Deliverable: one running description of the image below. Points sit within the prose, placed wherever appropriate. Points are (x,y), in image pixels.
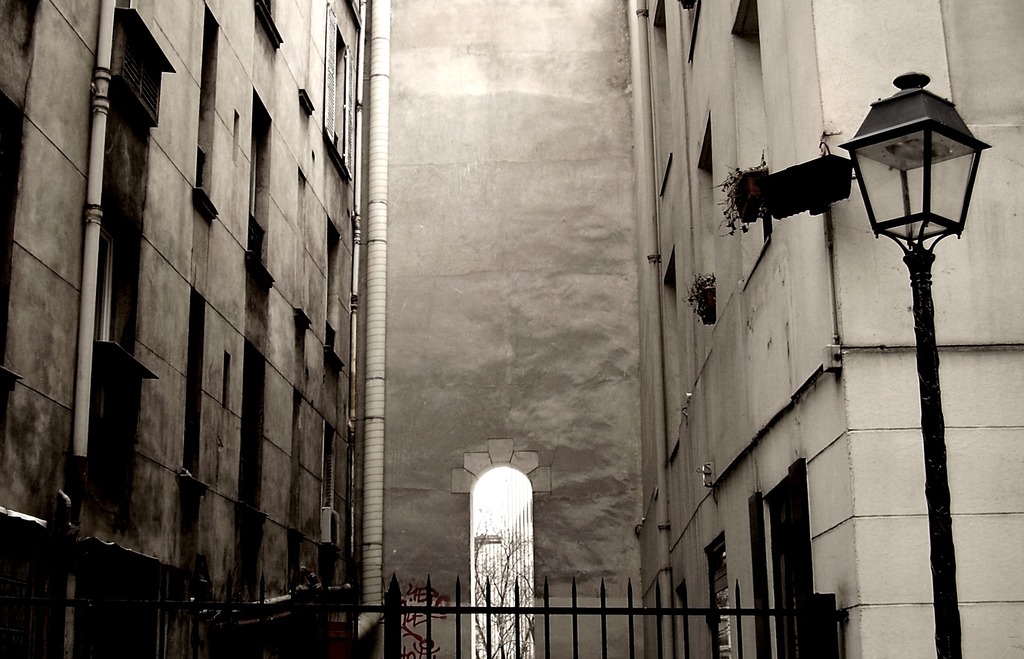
On the right side of the image (876,494) we can see building (96,368) and pipes (78,368). In the middle of the image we can see iron rods (477,609) and a u shaped entrance (520,584). On the right side of the image (881,36) we can see street light (942,237), flower pot (759,216) and the wall (797,450).
